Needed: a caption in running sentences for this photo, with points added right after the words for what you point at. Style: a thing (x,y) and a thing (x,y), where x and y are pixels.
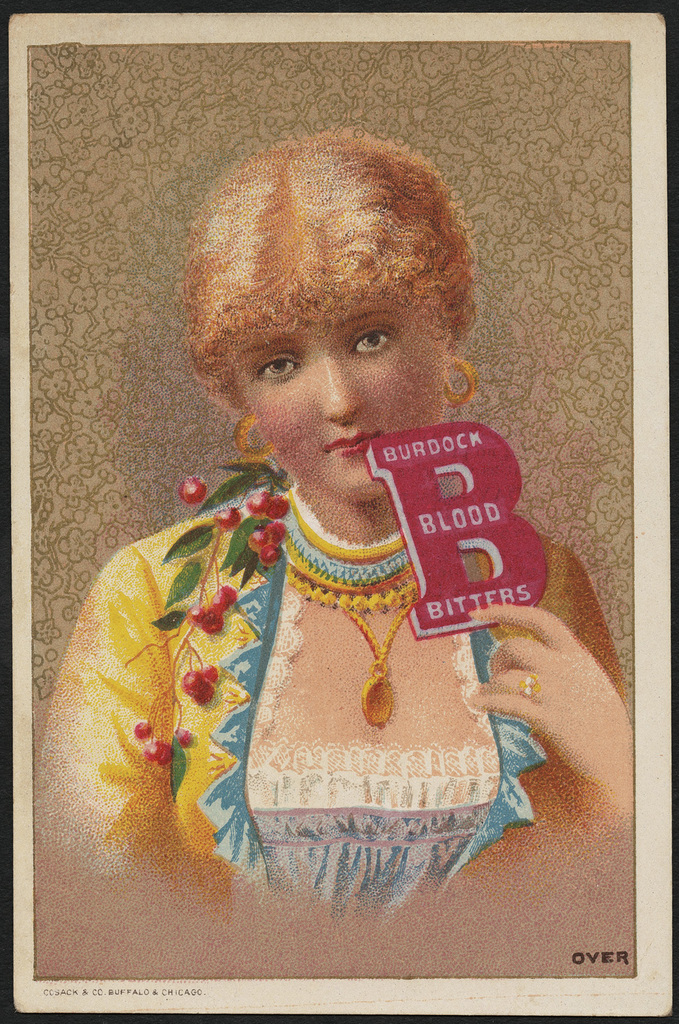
In the picture i can see a photo frame (659,732) of the person (348,668) and some text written on the photo frame (303,629).
